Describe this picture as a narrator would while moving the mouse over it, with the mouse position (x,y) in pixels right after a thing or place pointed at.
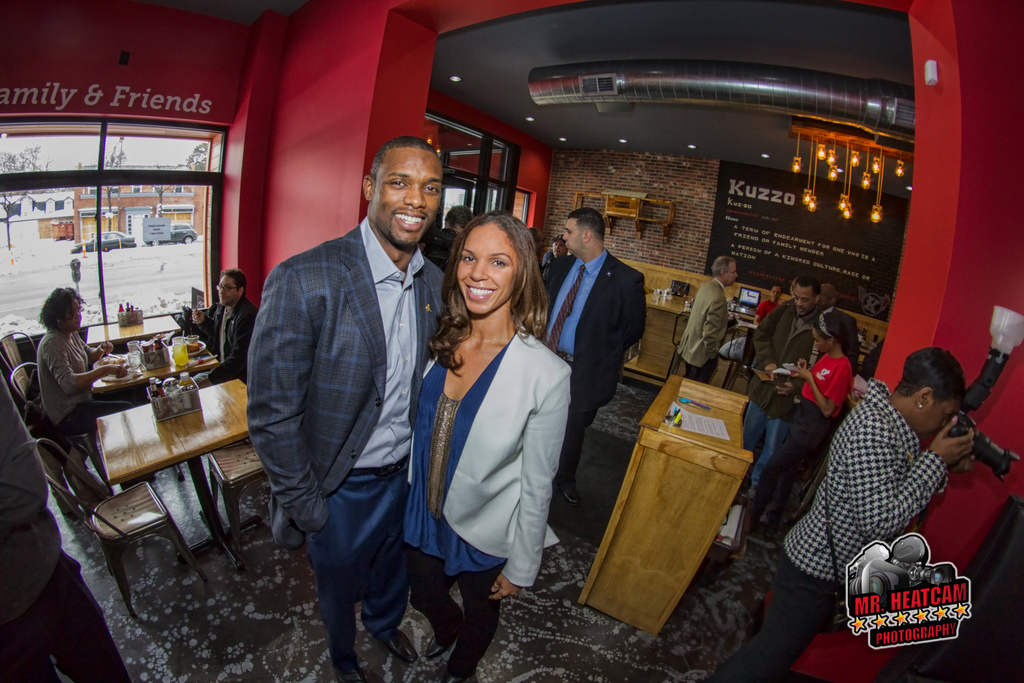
This image is clicked in a shop (51,53). There are lights (816,130) on the top (855,211), there are tables (140,334) on the left (117,338) and there are chairs (125,496) on the left (103,523). People (240,355) are sitting on chairs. There are two people (342,379) standing one is man (376,321) and other is woman (463,504) in the middle of the image (446,434). The one who on the right side (842,527) is clicking pictures with camera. There is a podium (710,517) in the middle (665,393). On that podium (695,452) there are some papers (709,422), there are so many people (828,392) near the podium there is a laptop (748,304) behind those people (763,334) there is window (144,268) on the left side (190,232) from that window (107,232) we can see 2 cars (171,232) and building (81,235) over there.
